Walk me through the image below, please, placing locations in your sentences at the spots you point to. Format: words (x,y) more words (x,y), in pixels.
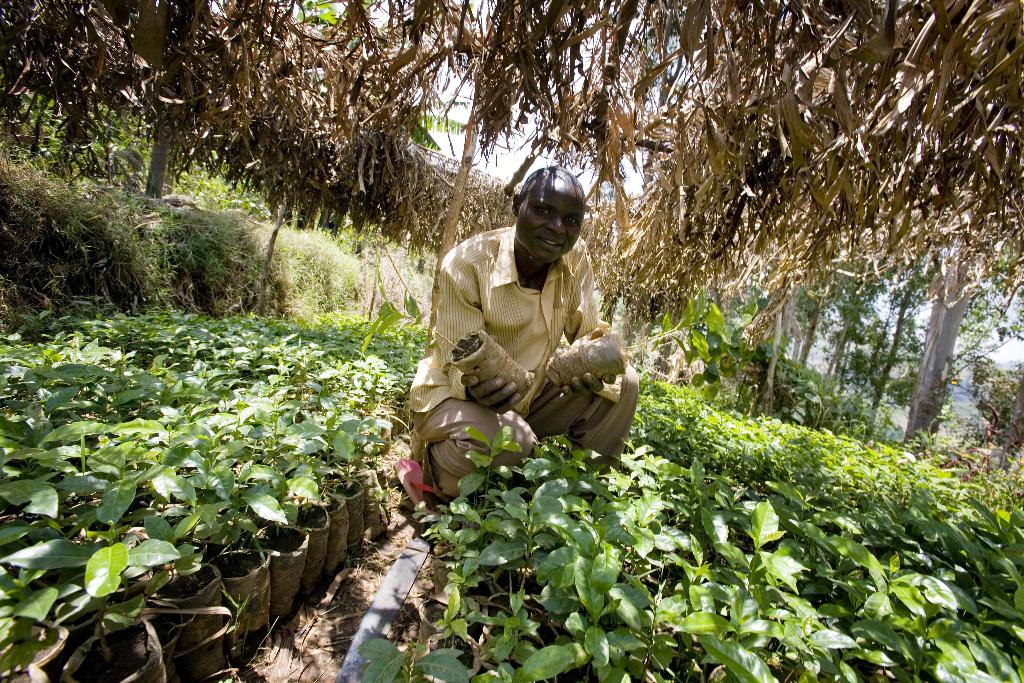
In the foreground of this picture (444,403), there is a man (497,249) squatting and there are plants (246,444) around him. On the top (1007,145), there are dried leaves (801,97). In the background (223,190), we can see the greenery (942,359) and the sky (491,155).
